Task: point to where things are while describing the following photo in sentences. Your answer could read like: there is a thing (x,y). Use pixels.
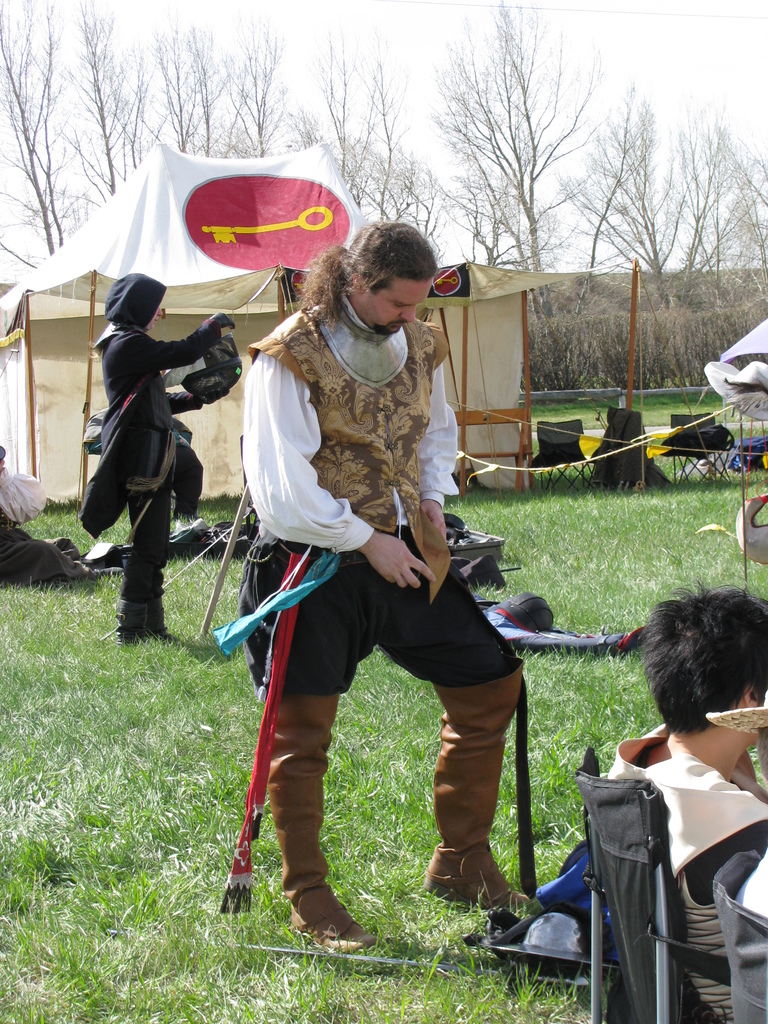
In this image the person (296,504) in the center (296,504) is wearing a white shirt (284,506), black pants (332,587) and brown boots (303,770). To the right corner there is a person (673,832) sitting and to the left (158,412) there is a person (142,492) is standing and holding an object (187,388) behind there is a white tent (196,287) and a key symbol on the top (293,226). there are few trees (735,232) behind the tent (82,325).
